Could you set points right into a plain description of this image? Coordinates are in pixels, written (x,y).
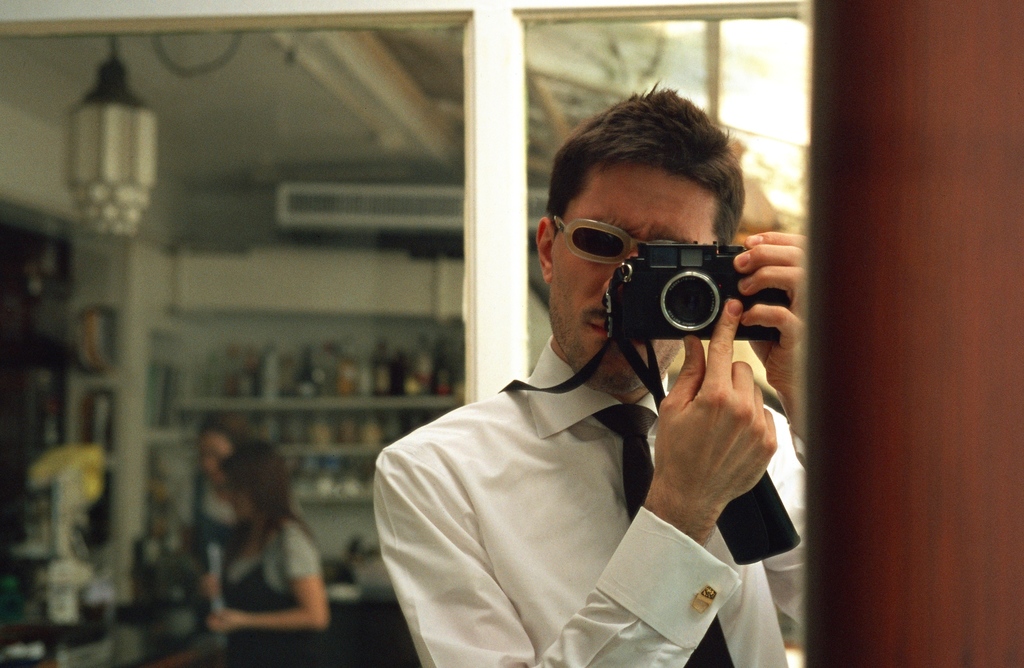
In this picture we can see a man (804,499) holding camera (690,247) in his hand (731,342) and taking picture and he wore white color shirt (572,461), tie (624,425), goggles (597,259) and in background (192,470) we can see two women (231,533) standing, racks (296,424) and items (274,356) in it, light (119,119).
